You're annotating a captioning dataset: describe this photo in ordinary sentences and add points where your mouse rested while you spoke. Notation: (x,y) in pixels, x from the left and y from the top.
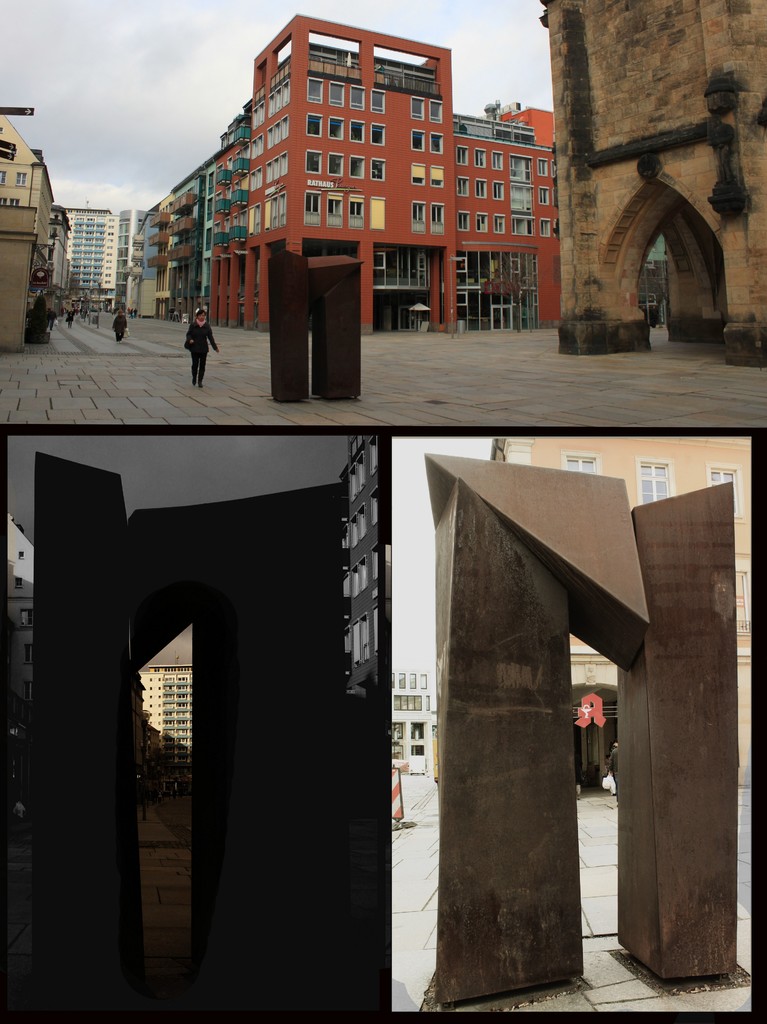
This is a collage. On the first image, there are buildings (256,177) with windows (530,228) and doors (403,310). Also there are some people (122,320) on the road (94,337). In the center (350,353) there are two pillars (319,330). On the right side (622,164) there is another building (668,140) with arches (670,239). In the background (166,91) there is sky (164,93). Below that there are two images. On the left side (198,788) it is dark and right side (587,837) it is having light. Both images have pillars (483,766) and there is building (634,482) in the background (634,492).
